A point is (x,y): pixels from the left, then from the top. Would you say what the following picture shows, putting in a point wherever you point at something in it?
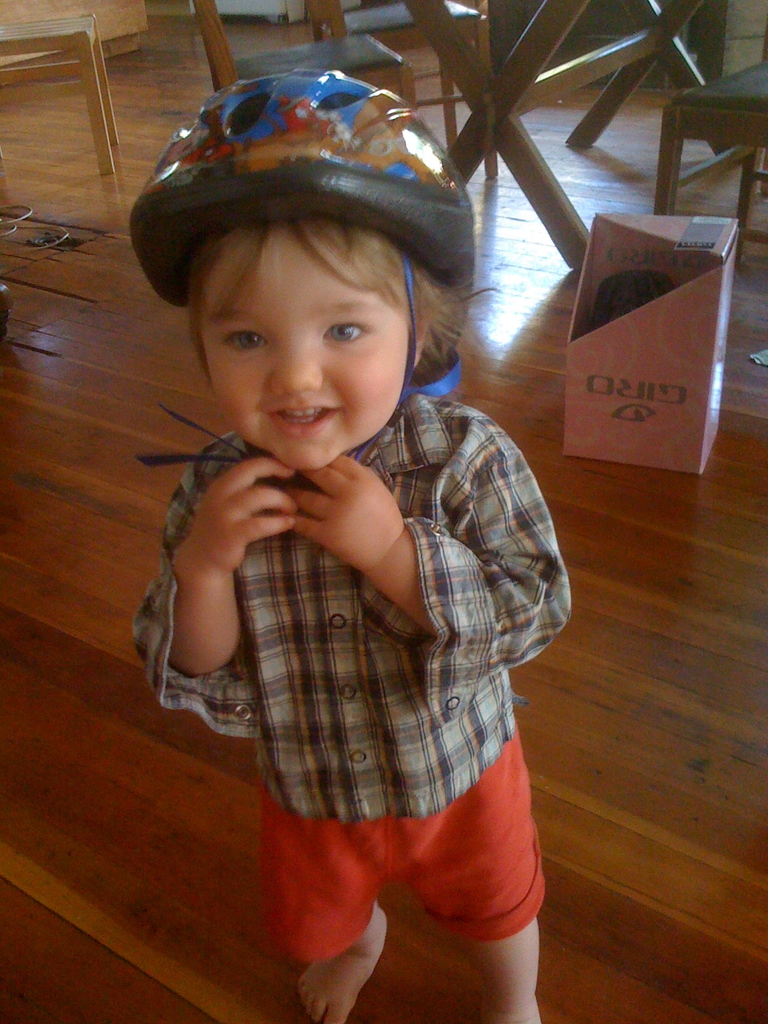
In this image we can see there is a person (371,562) wearing a blue color cap (340,139) and in the background (40,73) there are chairs (253,62) and a table (523,66).
